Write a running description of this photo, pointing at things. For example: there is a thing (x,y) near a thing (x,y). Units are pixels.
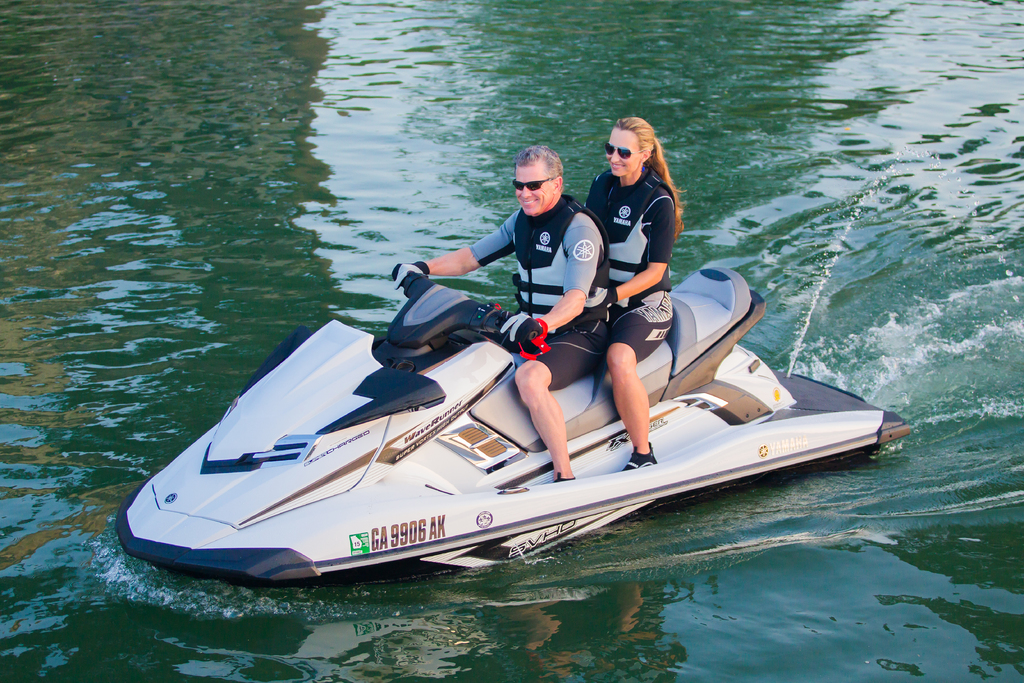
In this image there are two persons (458,252) smiling and sitting on the motor boat (531,457), which is on the water (193,617).
